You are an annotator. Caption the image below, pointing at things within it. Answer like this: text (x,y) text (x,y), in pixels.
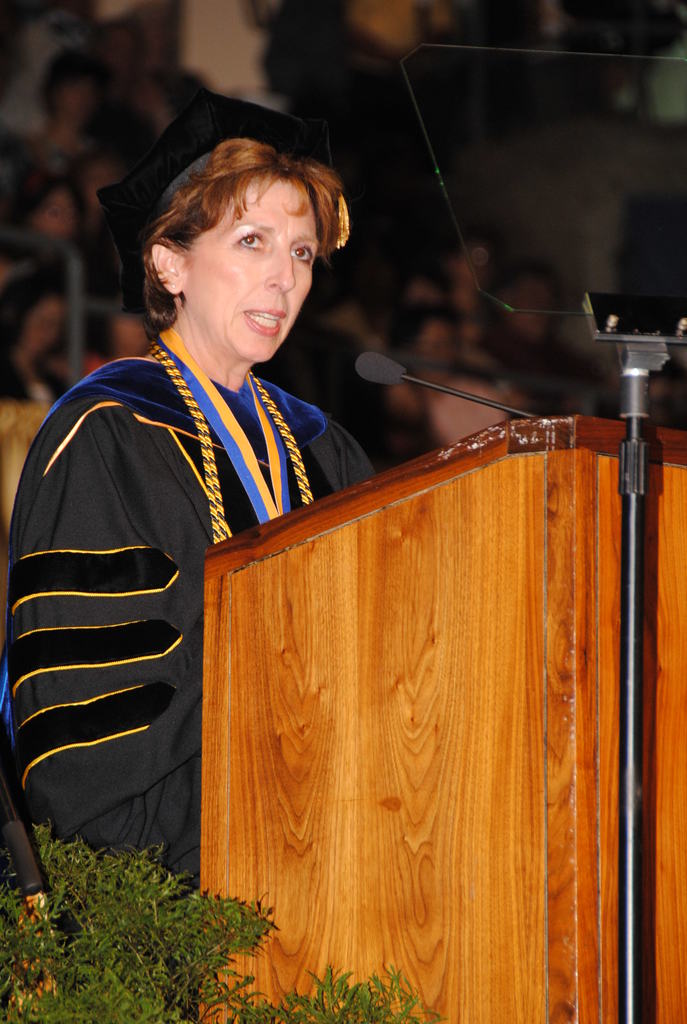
In this picture we can see a woman (289,487) standing at the podium (306,846) and in front of her we can see a mic (363,375), stand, leaves (91,881) and in the background (83,107) we can see a group of people (278,66) and it is blurry.
